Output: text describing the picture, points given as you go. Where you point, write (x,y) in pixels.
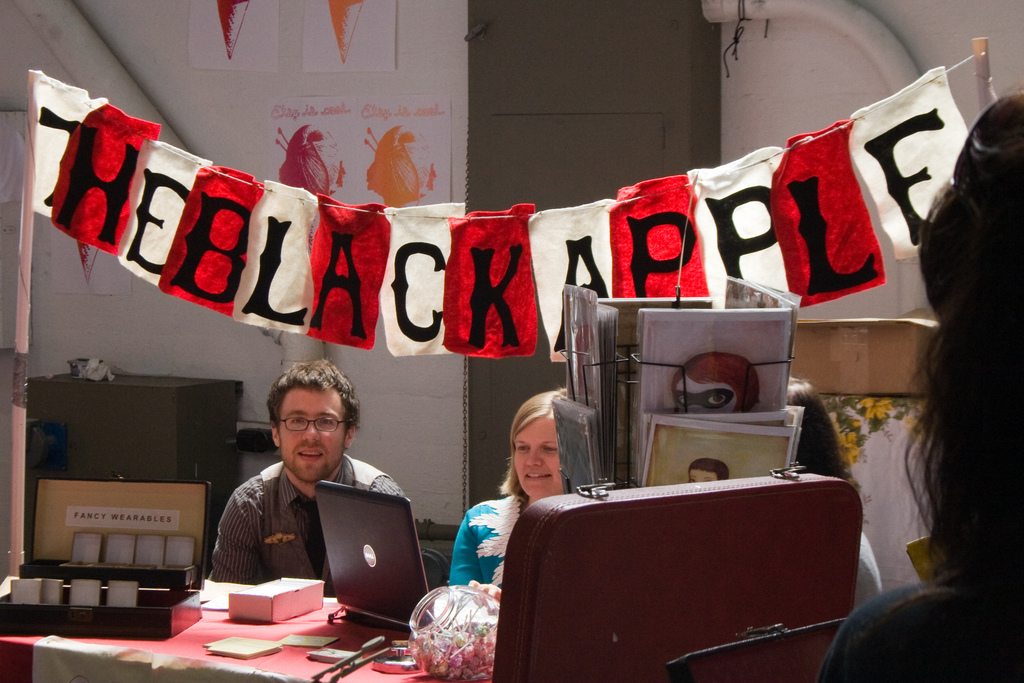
In the center of the image (350,416) we can see three persons (303,463) are sitting. In front of them, we can see a table (324,664). On the table (212,682), we can see one laptop (387,586), box (308,590) and a few other objects (553,578). On the right side of the image (1001,517), we can see a person (1002,501). In the background (836,74) there is a wall (657,122), garland (406,277) with some letters (274,270) on it, posters (412,112) and some objects (692,366).
